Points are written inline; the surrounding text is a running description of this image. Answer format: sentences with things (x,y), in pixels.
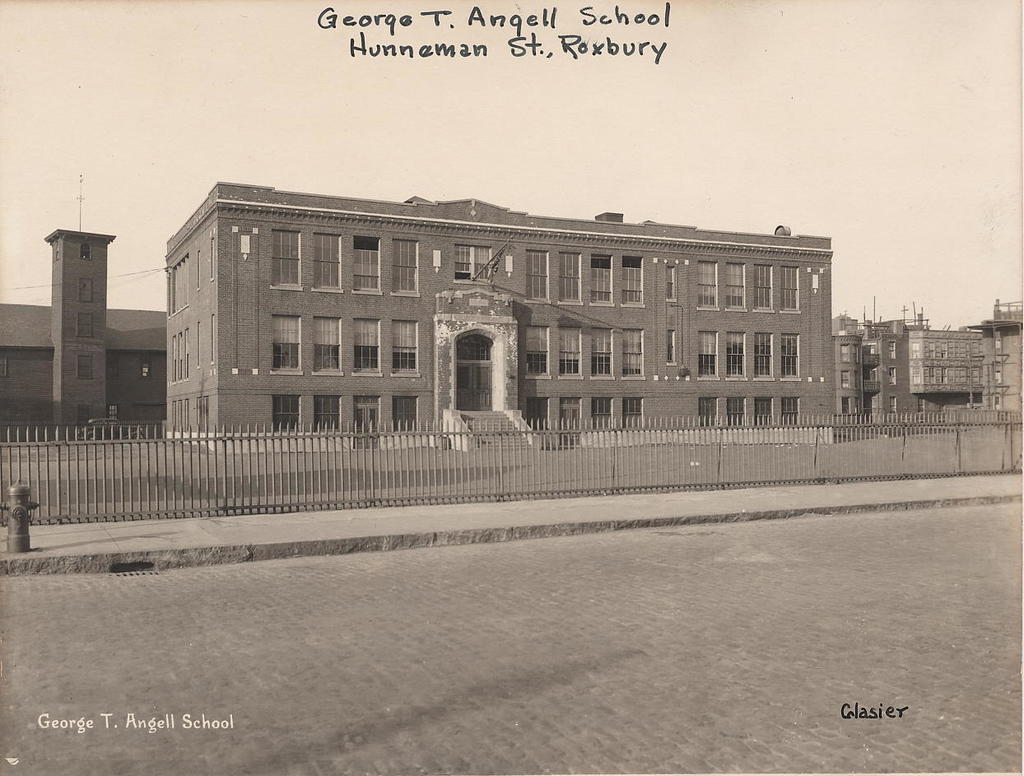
This is a black and white picture. In the foreground (597,651) it is road (182,638). In the center of the picture (514,345) there are buildings (643,396), railing (431,470) and footpath (54,562). Sky (393,114) is sunny. At the top (668,51) there is text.
